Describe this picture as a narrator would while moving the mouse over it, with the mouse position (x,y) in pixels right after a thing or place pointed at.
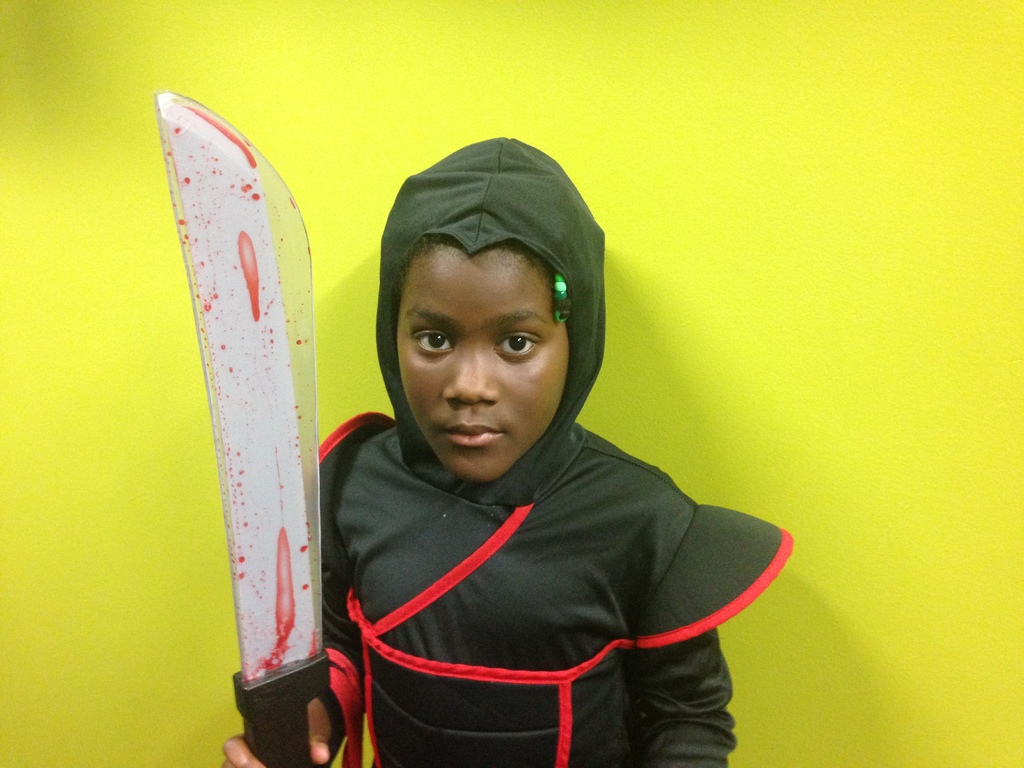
In this image there is a kid (479,556) wearing costume (484,641) and holding a sword (267,381) in his hand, in the background (314,86) there is a wall (241,92).
